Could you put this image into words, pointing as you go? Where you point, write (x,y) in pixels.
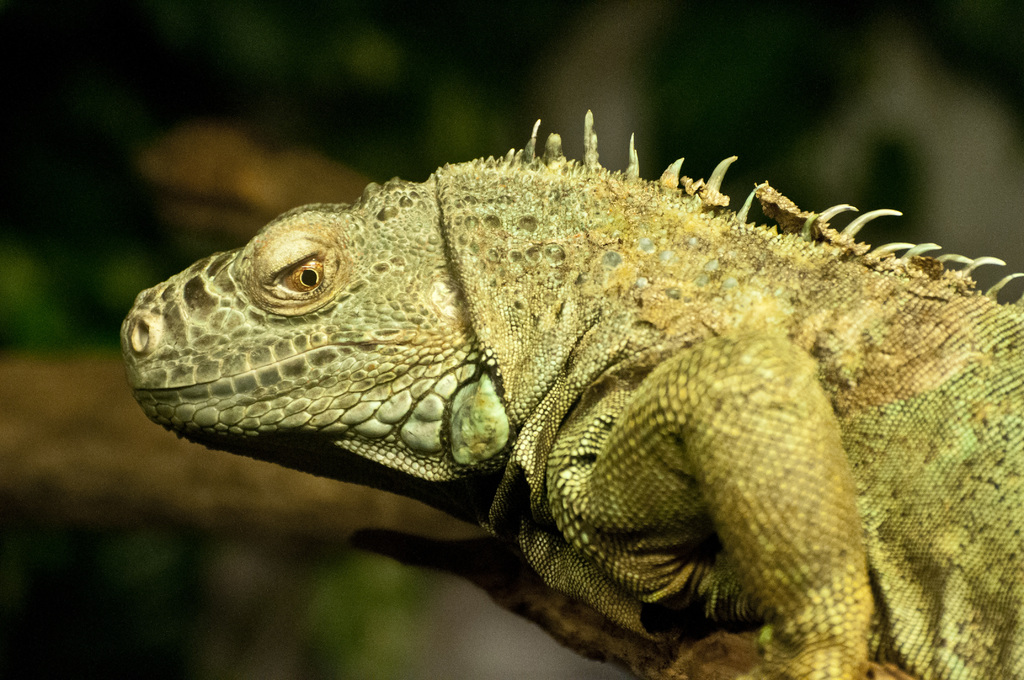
In this image in the foreground (604,294) there is one iguana (886,460), and in the background (322,108) there are some plants (219,109).
